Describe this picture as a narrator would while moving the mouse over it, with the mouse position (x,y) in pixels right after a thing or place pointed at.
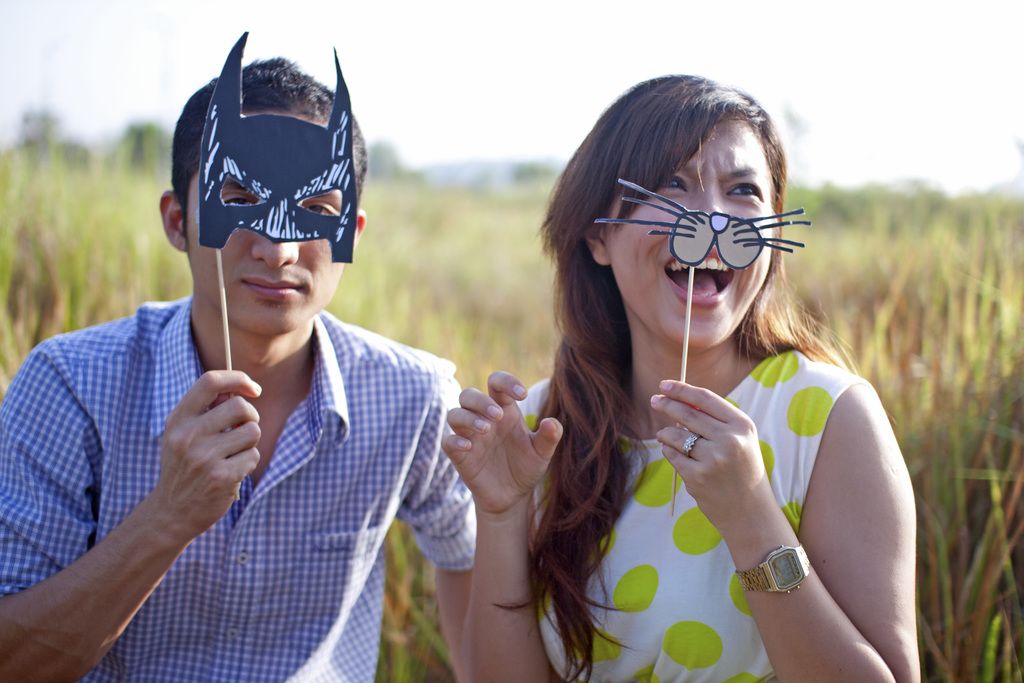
In this picture we can see a man (262,583) and a woman (606,121) holding masks (292,139) with their hands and smiling and in the background (107,245) we can see plants (51,214), sky (542,90) and it is blurry.
